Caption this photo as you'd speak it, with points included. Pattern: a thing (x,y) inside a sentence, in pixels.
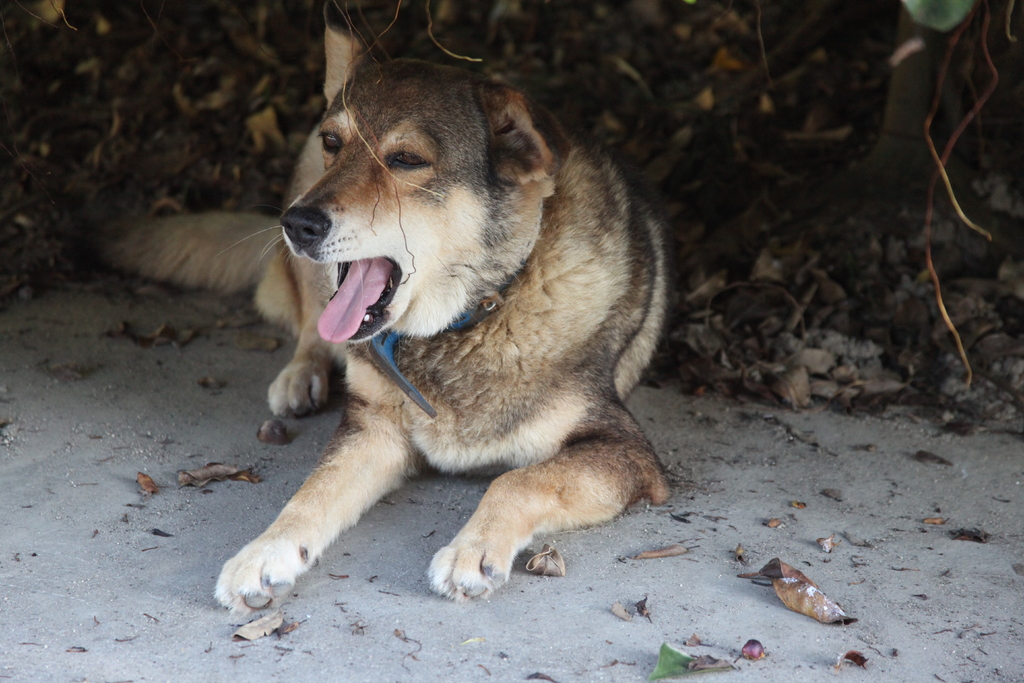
In this image, in the middle (446,348) there is a dog (561,376). At the bottom (761,542) there are dry leaves (778,585), ground (711,572). In the background (937,291) there are plants (948,40).
